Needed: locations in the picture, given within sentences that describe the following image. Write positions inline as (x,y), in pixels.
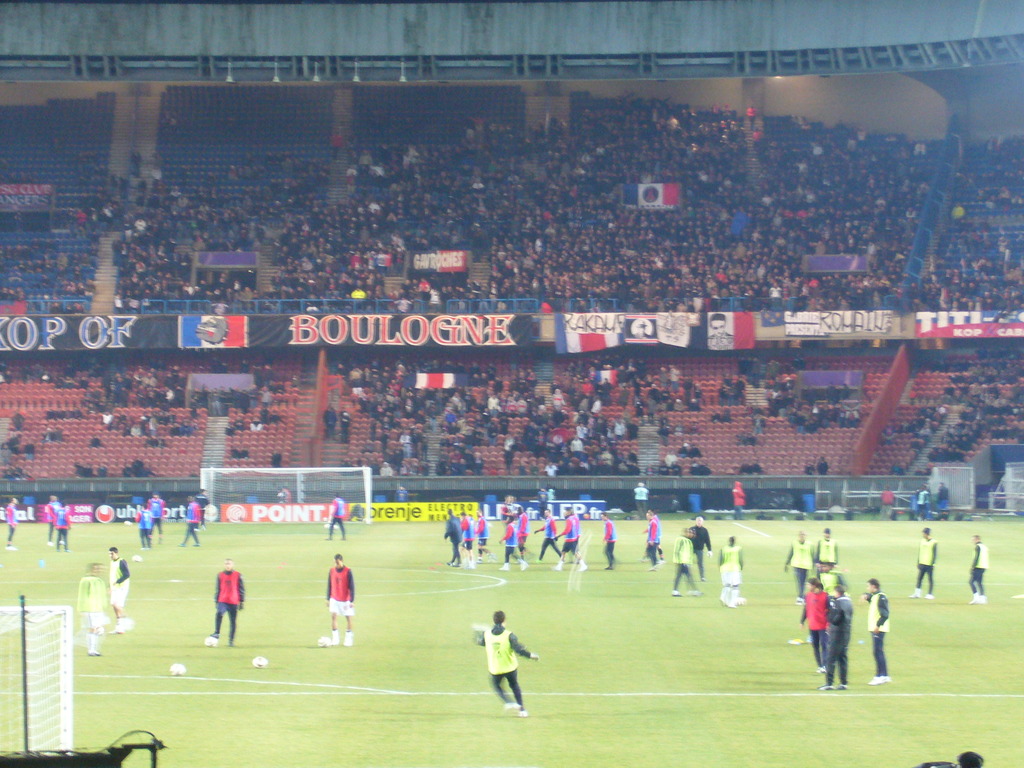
In this image we can see few persons (472,566) and footballs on the ground (294,629) and there are nets (22,721). In the background (362,216) we can see audience (435,210), empty chairs (114,460), hoardings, wall (819,507) and objects (1013,460).
